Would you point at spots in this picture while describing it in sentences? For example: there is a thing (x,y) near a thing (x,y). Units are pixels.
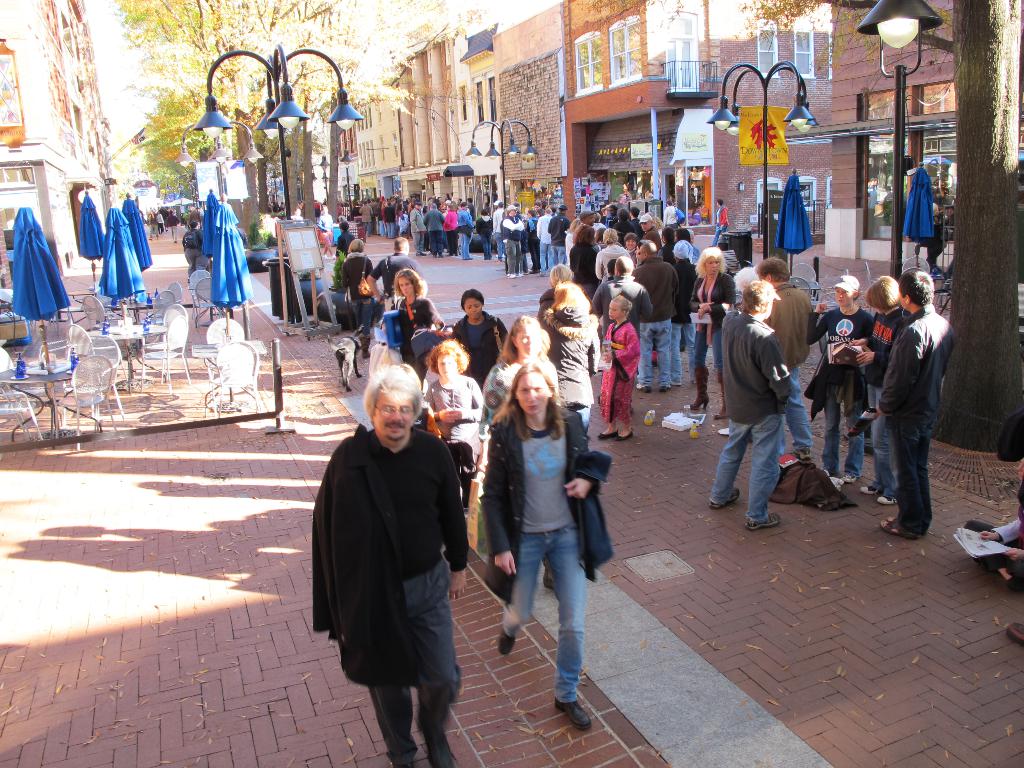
There is a crowd (537,437) standing in the middle of this image (629,356) and there are some buildings (627,168) in the background (678,186). There are some chairs (174,337), tables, umbrellas (222,278) and trees (197,139) on the left side of this image (214,296). There is a tree (982,175) on the right side of this image (1004,264), and there is a floor (309,628) at the bottom of this image (765,603).
